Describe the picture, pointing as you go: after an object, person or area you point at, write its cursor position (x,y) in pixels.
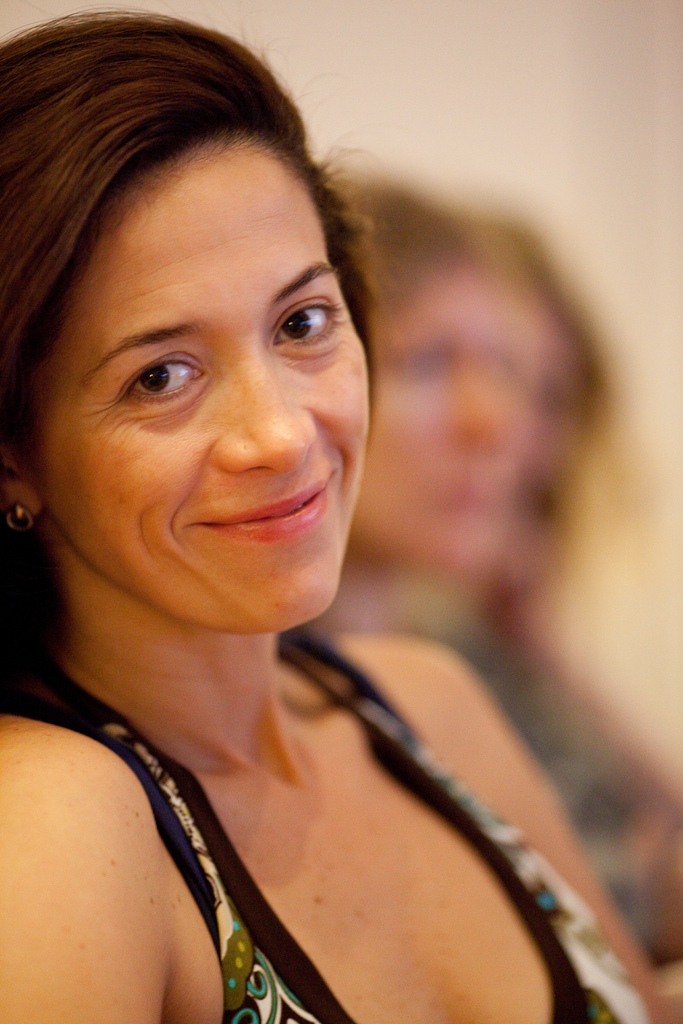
We can see a woman (133,523) smiling. In the background (421,361) it is blurry and we can see people (417,349) and wall (415,58).
